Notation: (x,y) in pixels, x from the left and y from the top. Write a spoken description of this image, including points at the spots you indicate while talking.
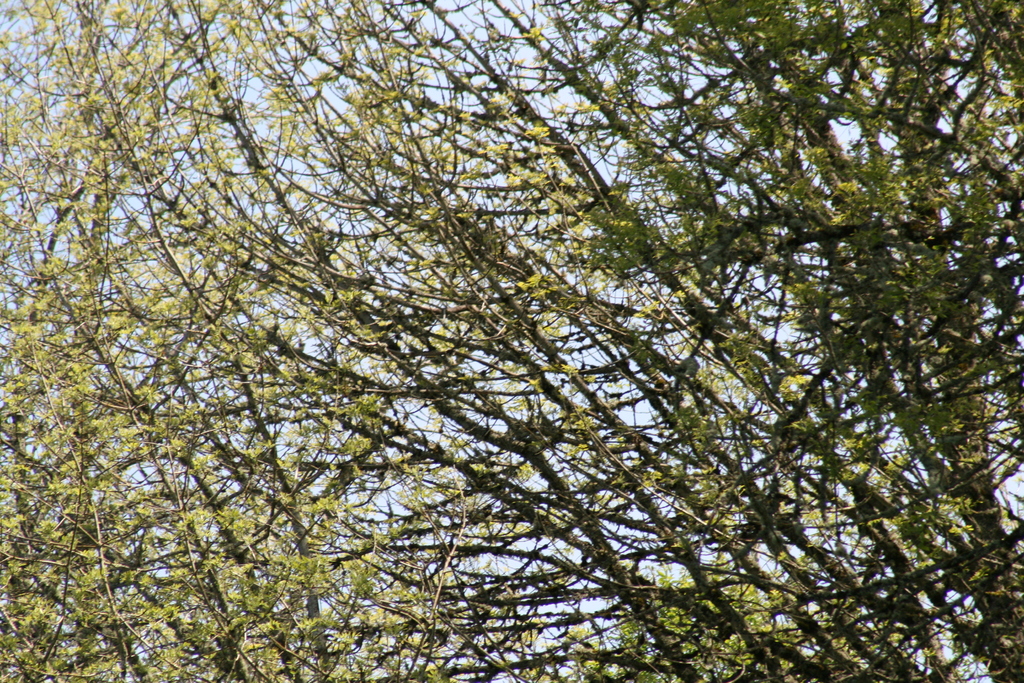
In this image there are trees (877,611), sky (446,58).
